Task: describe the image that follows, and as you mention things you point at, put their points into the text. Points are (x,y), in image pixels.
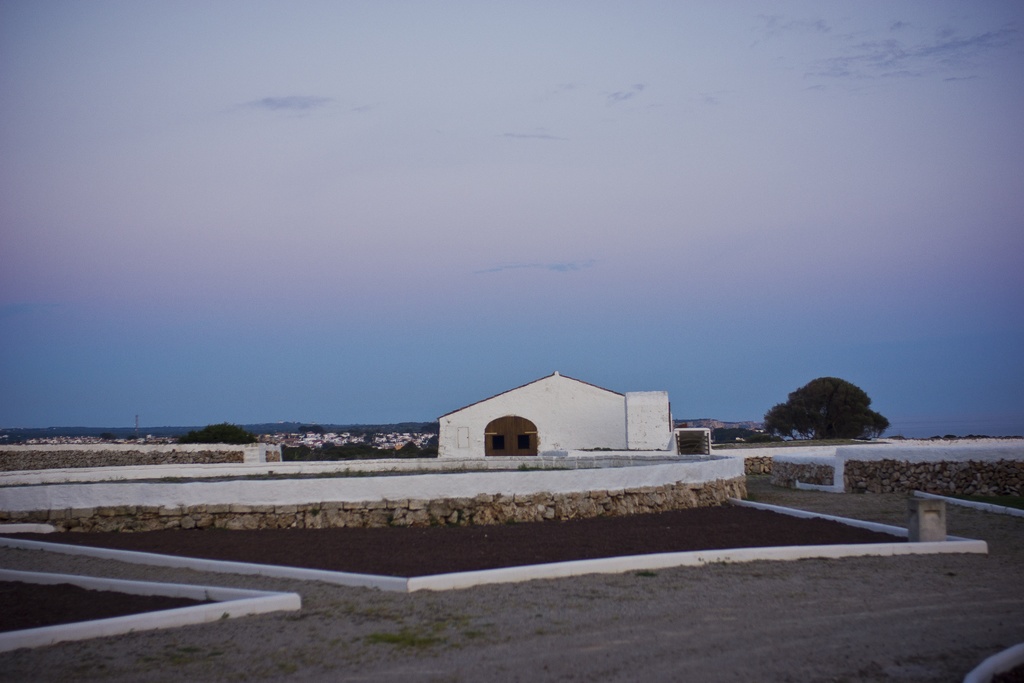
In this image we can see open area (493,618), stonewall (569,512) and a house (542,449) and in the background of the image (84,409) there are some trees (382,452), houses (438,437) and clear sky (469,131).
